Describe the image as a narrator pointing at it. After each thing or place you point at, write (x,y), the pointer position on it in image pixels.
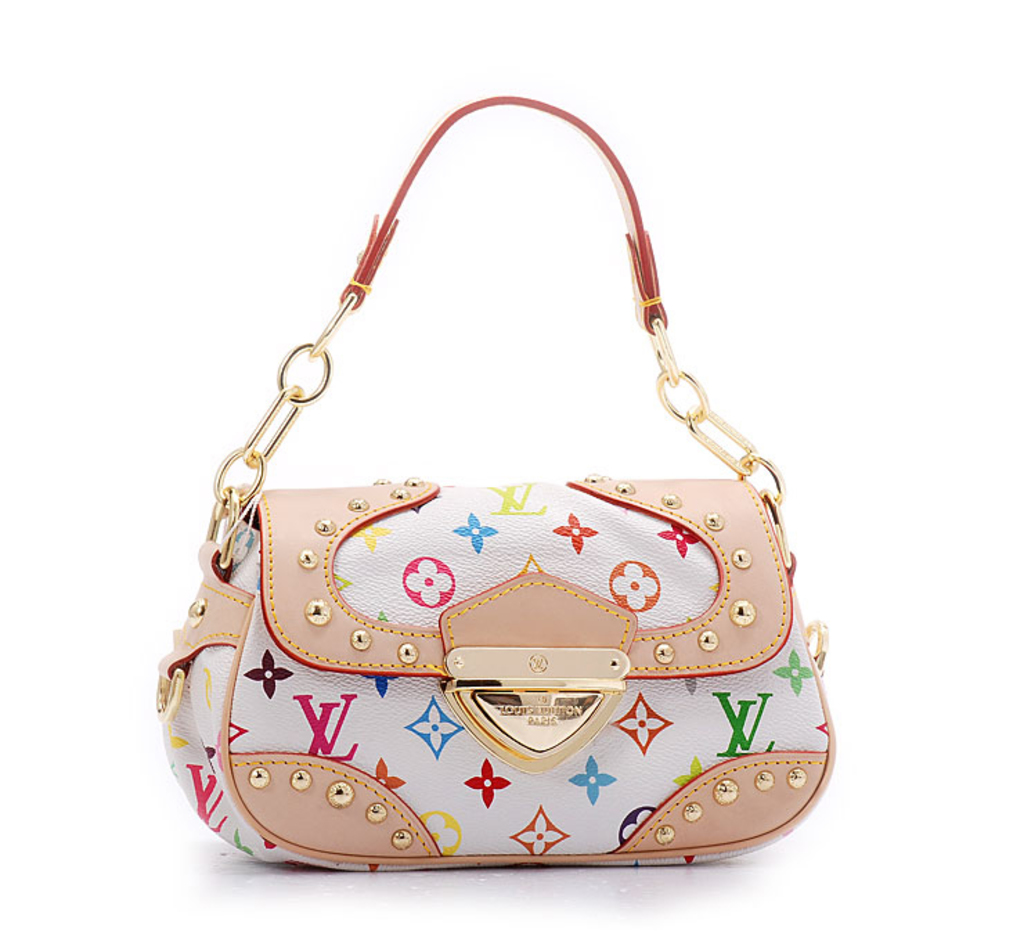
A bag (436,136) is highlighted in this picture. It has a chain (330,333). This bag (299,392) color is in white and peach color.
